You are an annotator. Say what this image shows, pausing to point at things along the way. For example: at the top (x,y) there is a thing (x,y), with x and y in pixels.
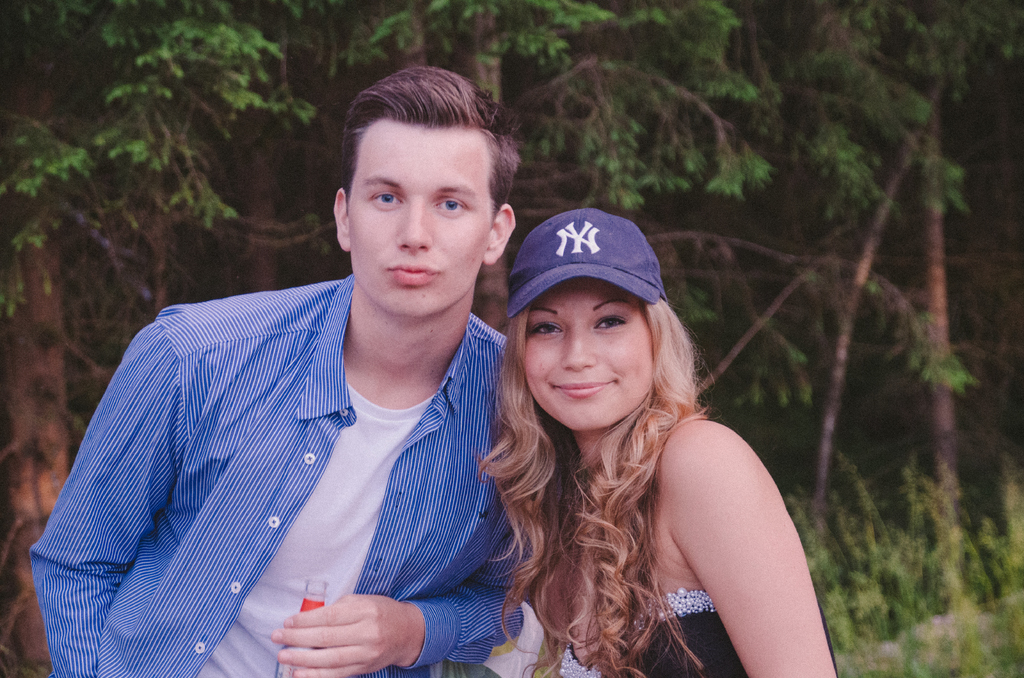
In the picture we can see a man (118,676) and a woman (740,558) standing together and a woman (755,564) is with blue cap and black top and she is smiling and man (84,547) is with blue shirt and under it we can see a white T-shirt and he is holding a bottle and behind them we can see plants (1010,557) and trees (143,314).
